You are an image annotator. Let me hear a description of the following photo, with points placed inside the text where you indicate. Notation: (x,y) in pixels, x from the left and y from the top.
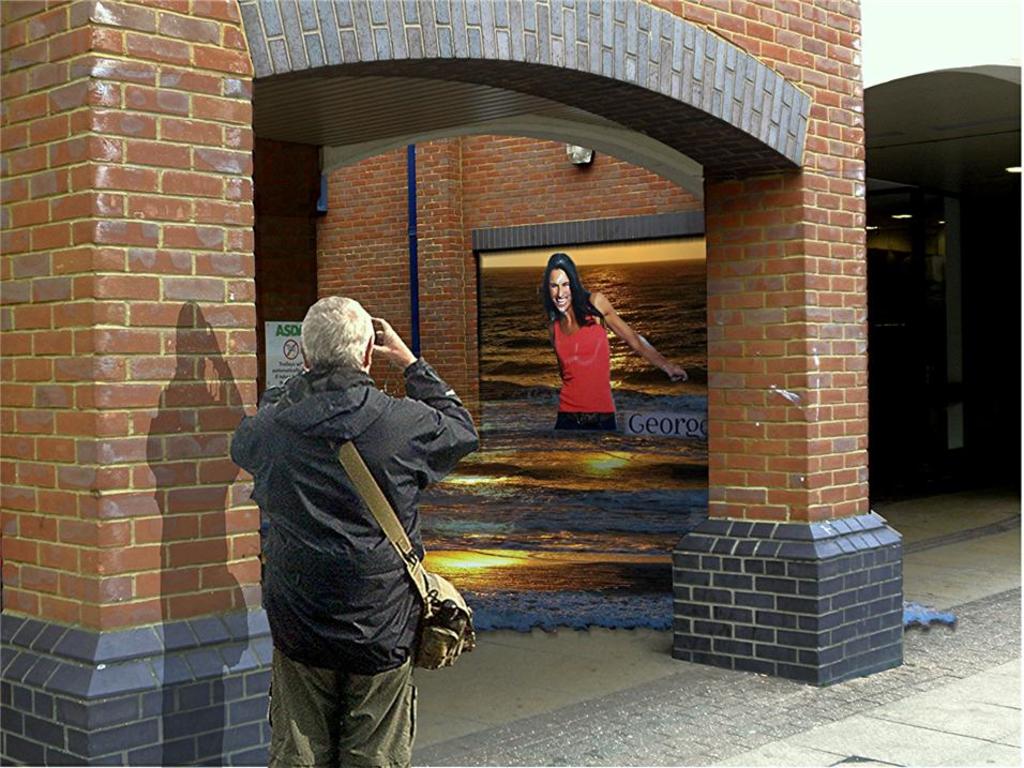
In this picture we can see two buildings (919,110), there is a person (373,583) standing in the front (371,584), this person (372,576) is carrying a bag (429,620), on the left side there is a board (286,363), we can see wall art (687,325) and a pipe (414,264) in the middle (573,305), we can see picture (655,333) of a person (595,354) and water (647,306) on the wall (403,254).
